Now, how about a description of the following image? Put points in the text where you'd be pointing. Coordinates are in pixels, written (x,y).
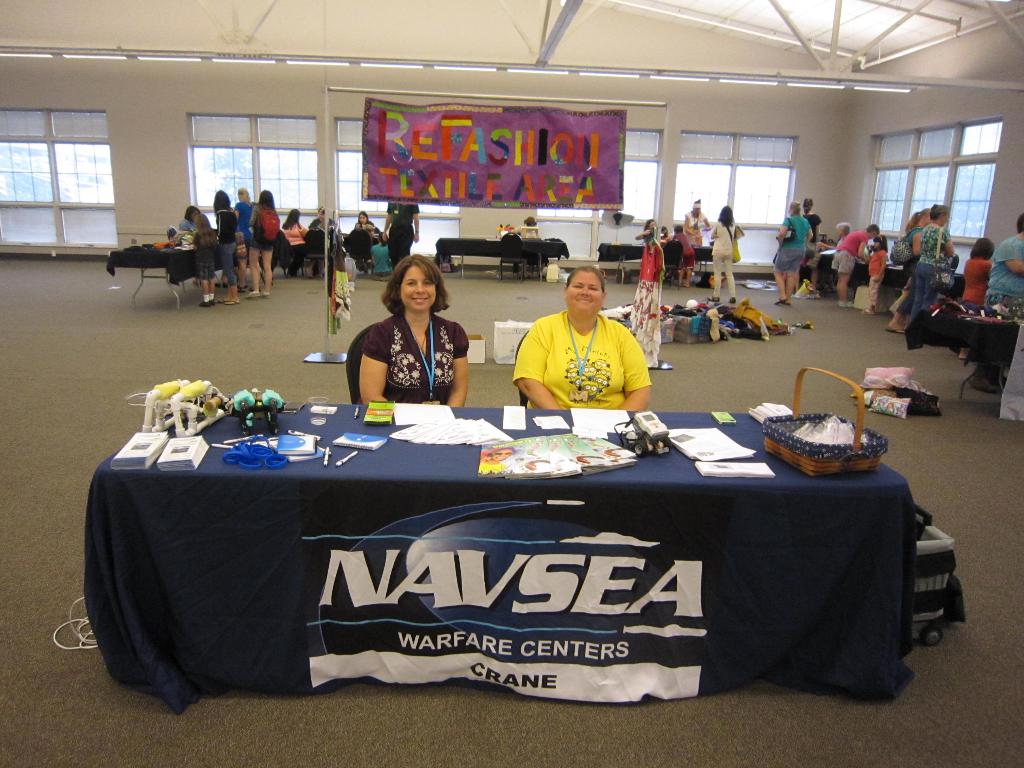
In this picture we can see two woman (424,333) sitting on chair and smiling and in front of them there is table (242,542) and on table (224,468) we can see basket (787,446), device (636,425), papers (719,445), pens (355,455), books (287,444) and in background (264,205) we can see some more persons (926,263) standing, banner (401,161), windows (696,162), wall (819,145), lights (226,61).
